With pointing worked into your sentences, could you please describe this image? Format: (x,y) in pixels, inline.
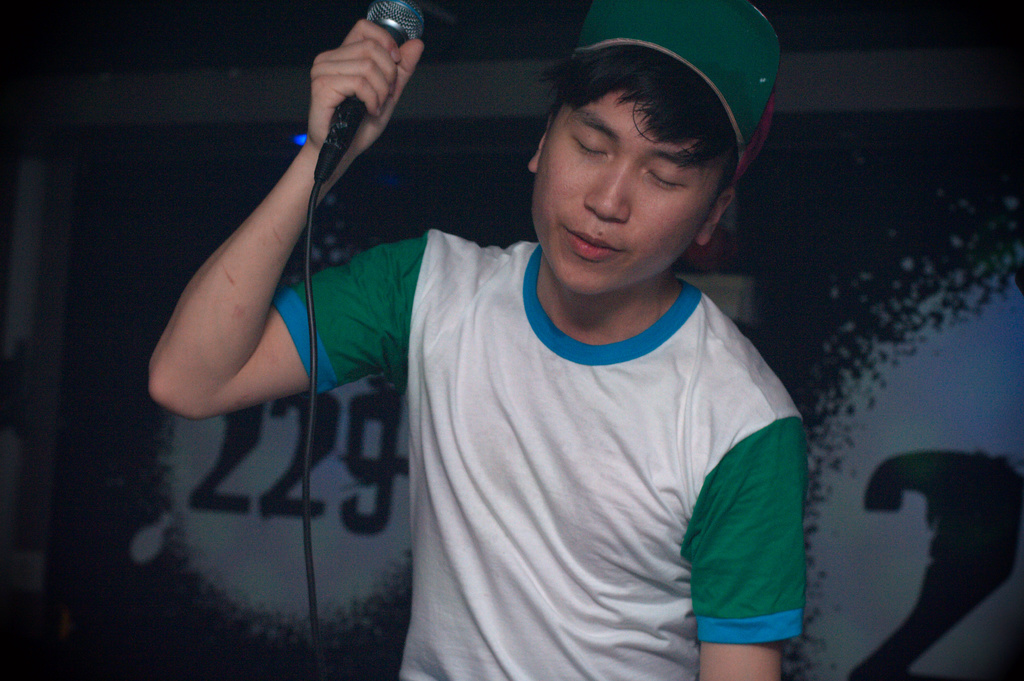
This person (534,486) holding microphone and wear cap (726,43). On the background (836,159) we can see banner (902,404).
